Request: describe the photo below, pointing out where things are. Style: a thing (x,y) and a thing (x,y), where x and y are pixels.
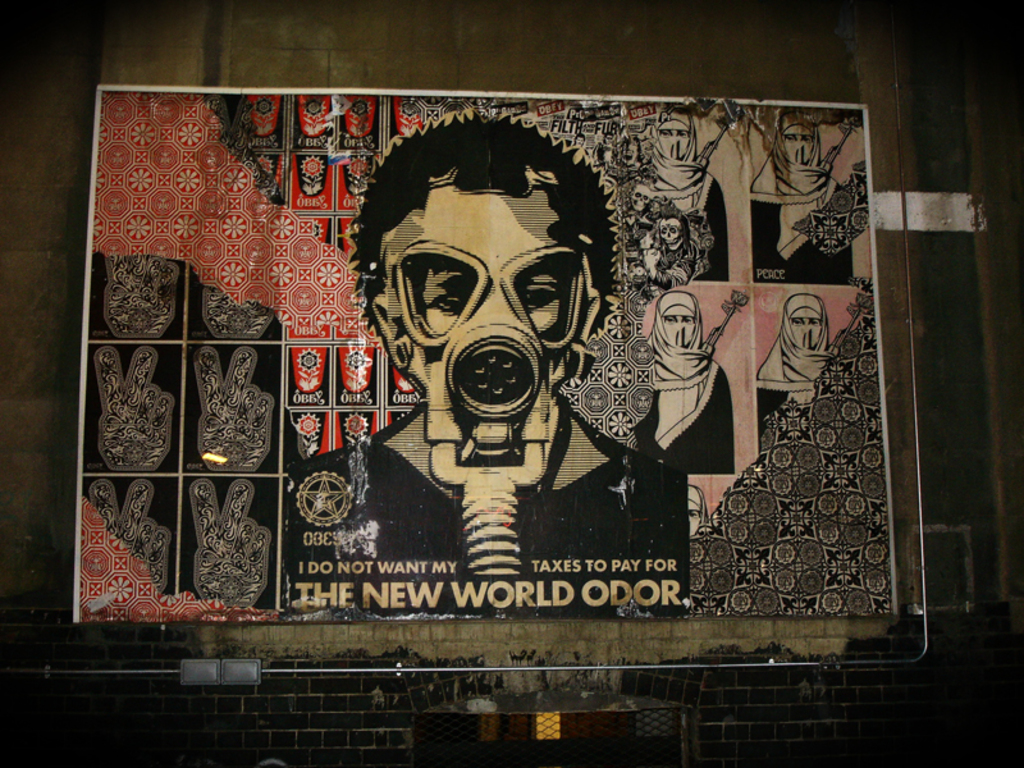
In this image we can see a big poster (301,493) on a wall (393,47).
